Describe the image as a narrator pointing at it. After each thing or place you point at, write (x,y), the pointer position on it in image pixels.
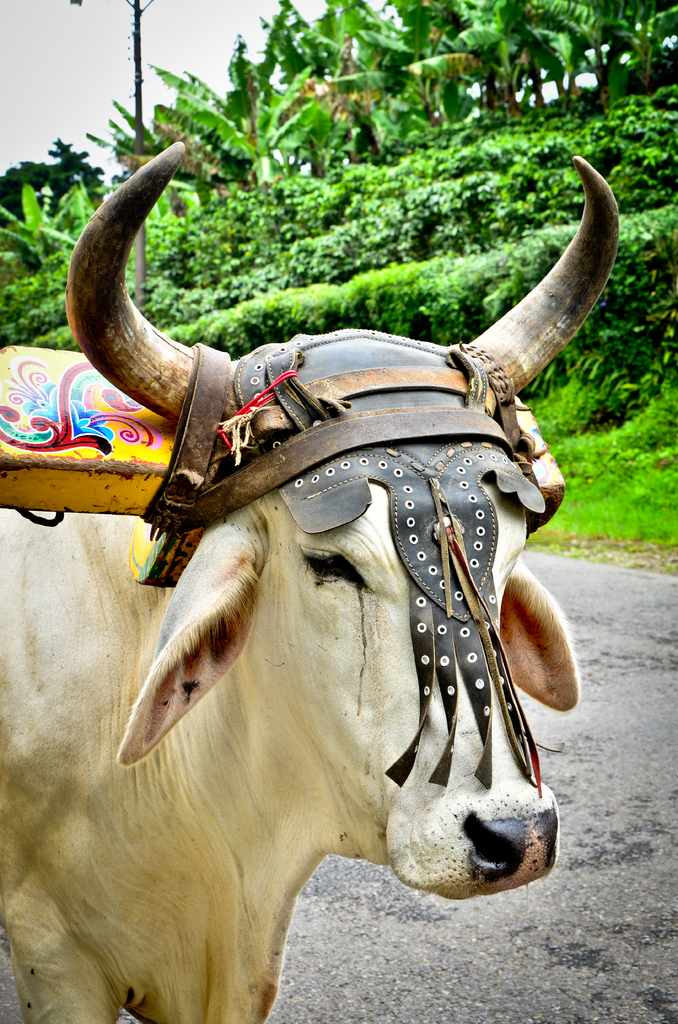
In the image we can see in front (23,727) there is a cow (254,658) standing on the road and there is a wooden rod (105,426) kept on the neck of the cow (323,698). Beside the road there are trees (665,75) and plants (363,154).
